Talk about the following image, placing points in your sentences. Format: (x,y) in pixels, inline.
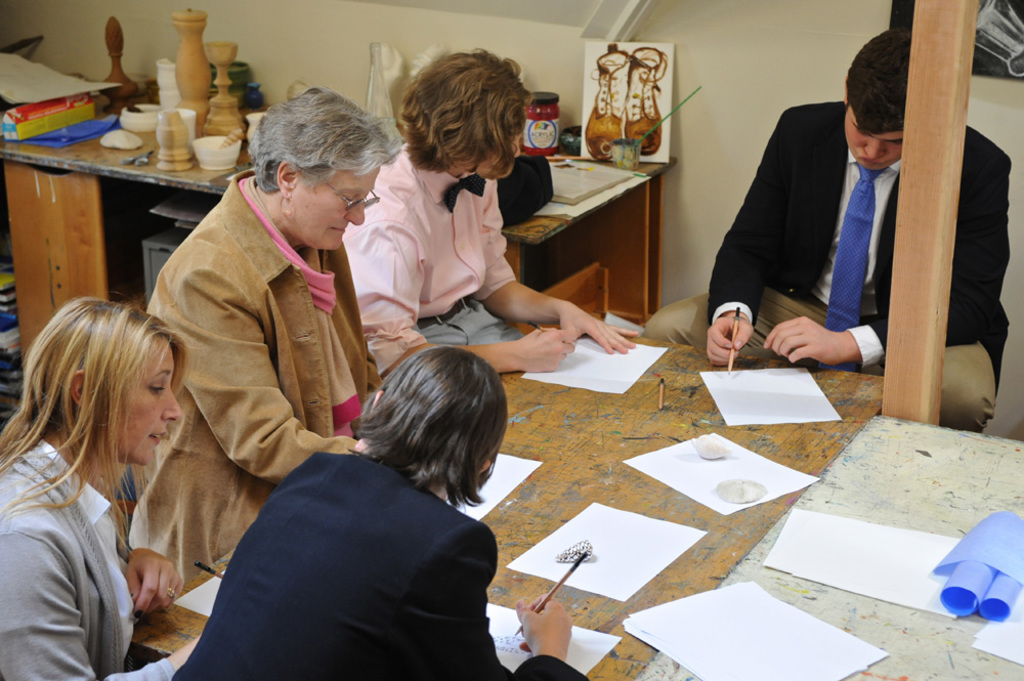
In this image, we can see people (322,461) sitting and holding pencils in their hands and there are pencils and papers (636,529) placed on the table (559,442). In the background (79,114), we can see a bowl (203,140), jar (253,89) and some packets (66,127) which are on the table (90,166).
